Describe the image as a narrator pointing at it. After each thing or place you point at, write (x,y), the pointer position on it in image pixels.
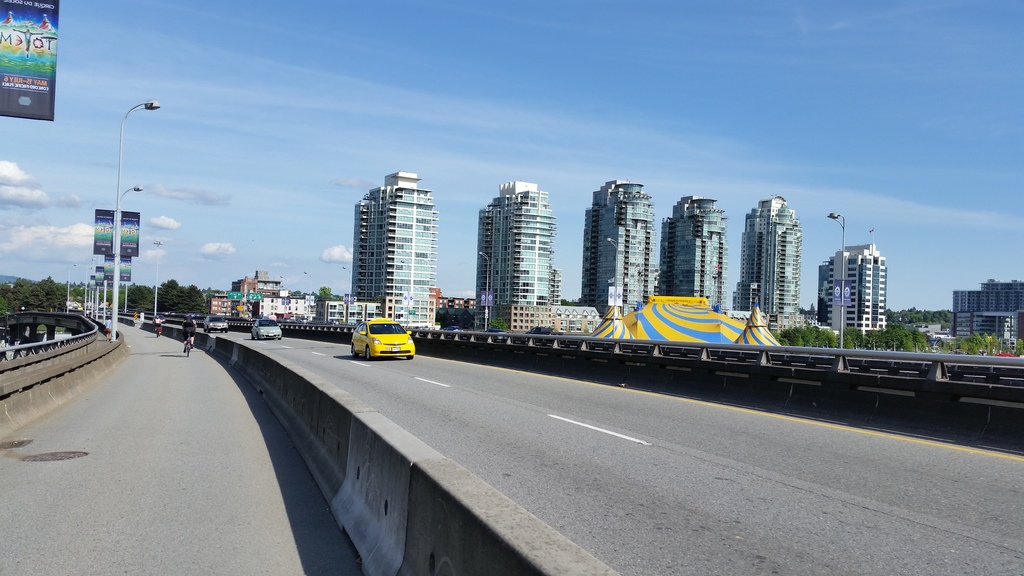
In this image on the road (471,381) many vehicles (376,348) are moving. In the background (100,300) there are trees (167,292), buildings (622,246). On the side of the road (142,331) there are street light (116,300), hoardings (108,241). The sky (360,131) is cloudy.
